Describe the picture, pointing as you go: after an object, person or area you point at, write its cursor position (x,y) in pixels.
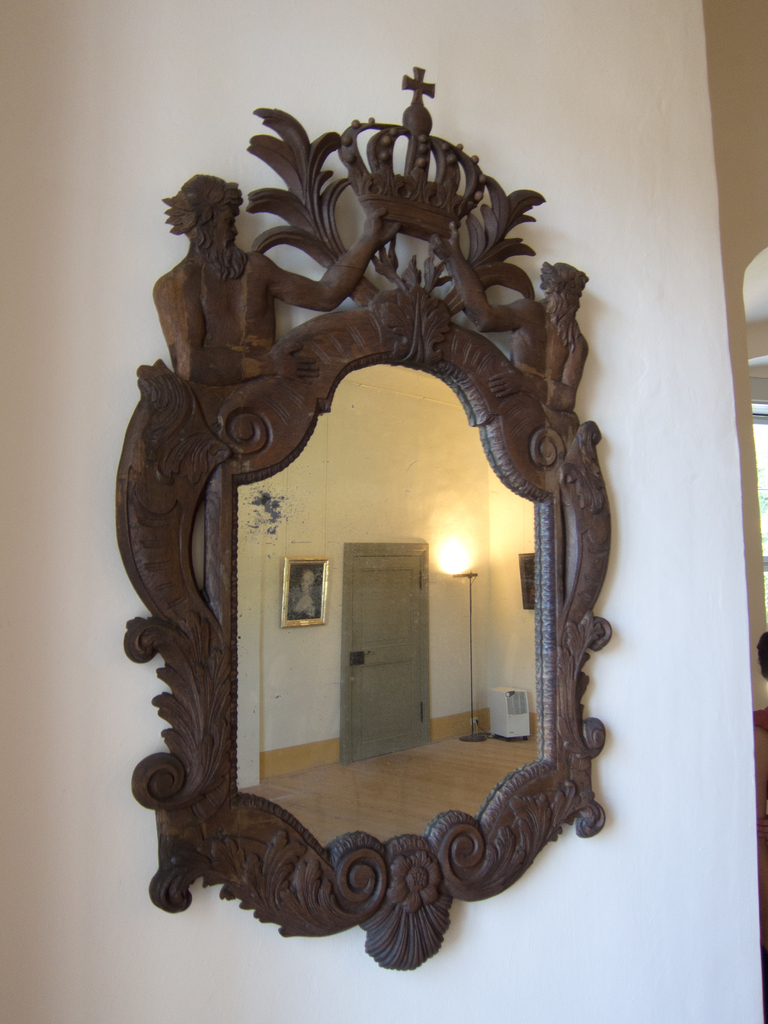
In this image I can see the white colored wall (103,147) to which I can see a mirror frame (265,265) which is brown in color and the mirror (391,617). In the mirror (388,618) I can see the reflection (363,662) of the floor (361,780), the door (378,694), the wall (384,494), a photo frame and a lamp (470,736).
